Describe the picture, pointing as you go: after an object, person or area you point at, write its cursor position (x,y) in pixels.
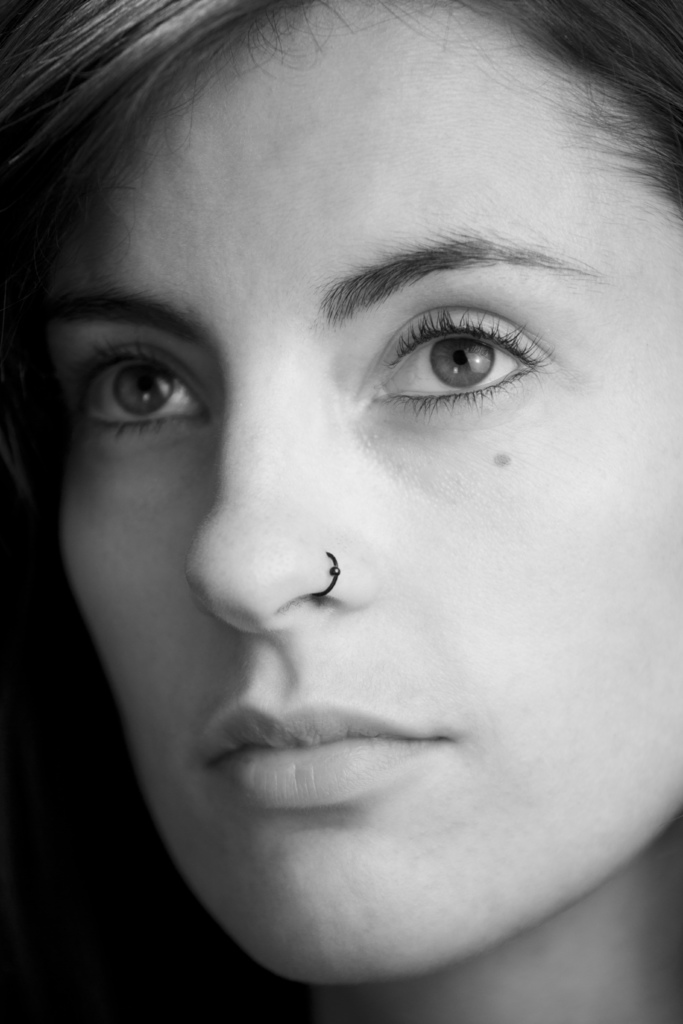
This is a zoomed in picture and we can see the head (58,453) of a person (138,19) consists of hairs (52,115), eyebrows (122,309), eyes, nose (268,543), mouth (313,771) and some objects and we can see the person (321,568) wearing a nose ring (334,578).
